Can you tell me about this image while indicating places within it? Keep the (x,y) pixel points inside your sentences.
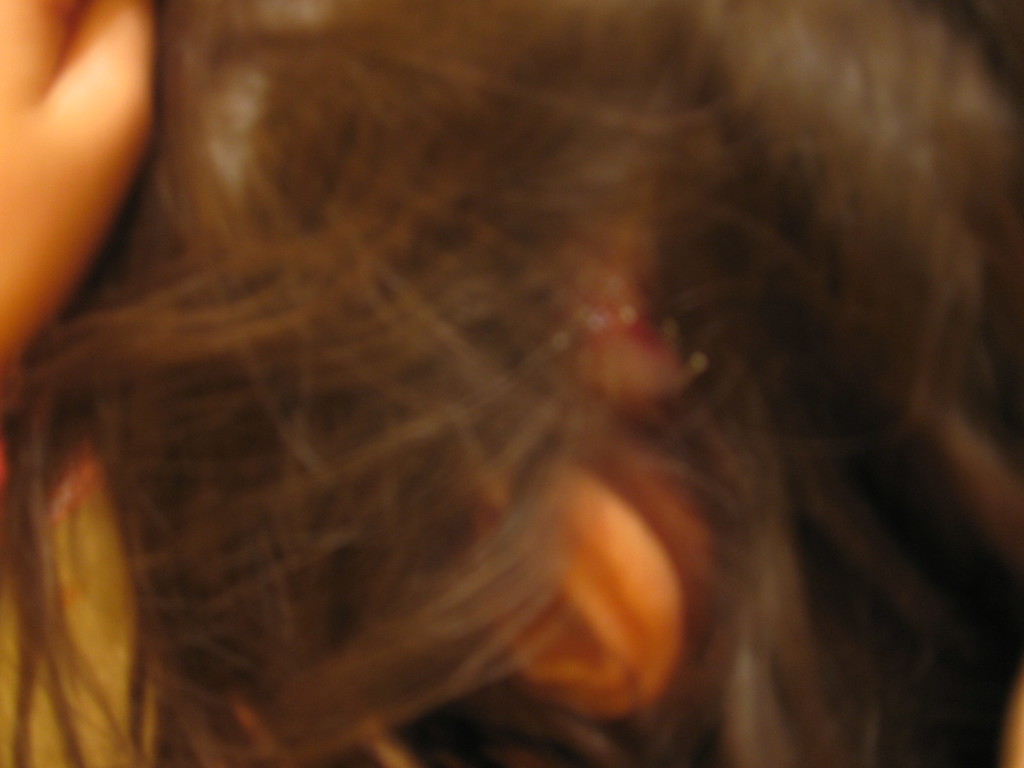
There is a hair (645,211) presenting in this picture.
